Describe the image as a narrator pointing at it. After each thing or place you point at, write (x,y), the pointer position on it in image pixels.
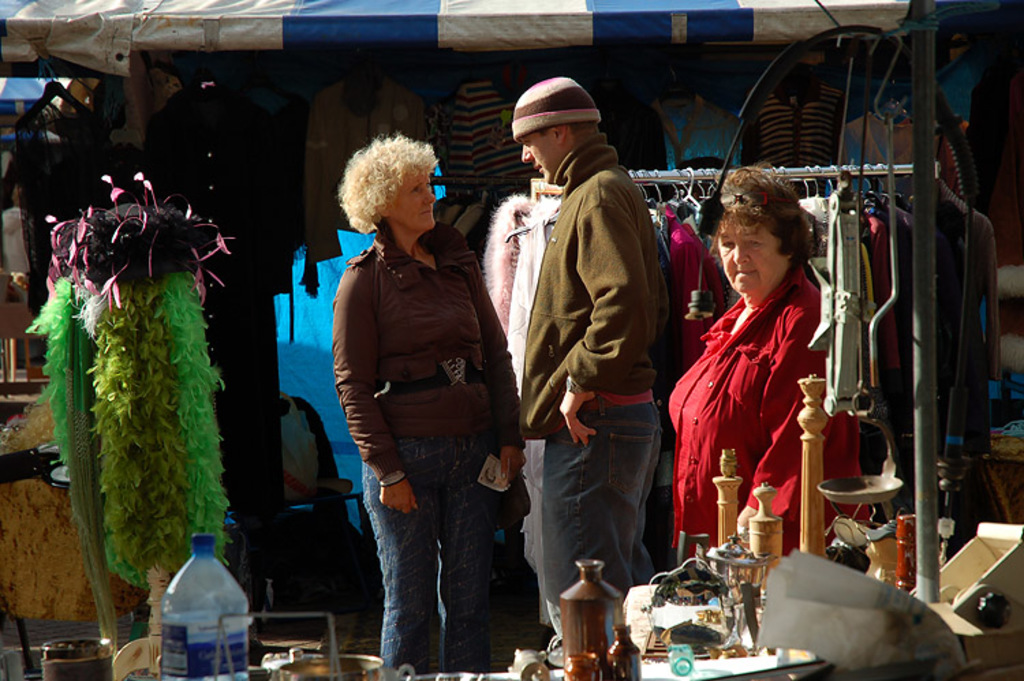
Here in this picture we can see three people (637,391) standing over a place and all of them are wearing jackets (406,337) and the person (594,361) in the middle (594,361) is wearing a cap (568,103) and in front of them we can see number of things (202,480) present on the table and hanging over there and behind them also we can see some clothes (685,283) hanging and above them we can see a tent (845,4) present and the two persons (548,387) in the middle (475,396) are speaking to each other.
